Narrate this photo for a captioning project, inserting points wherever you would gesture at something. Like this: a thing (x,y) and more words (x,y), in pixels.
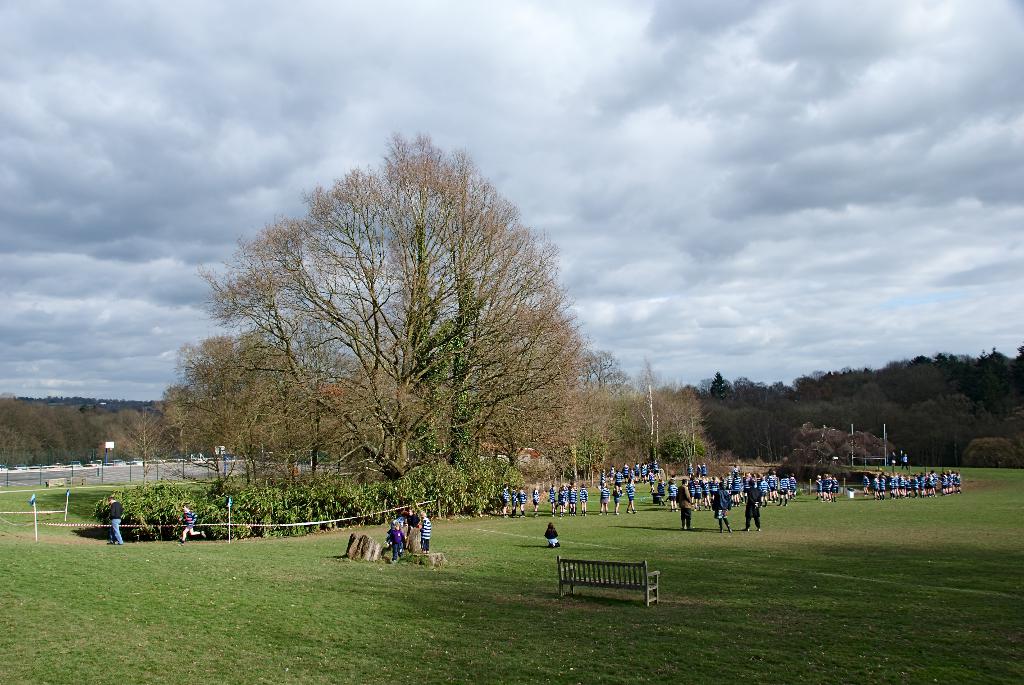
In the image there is a garden (451,538) and there are a lot of people (652,486) standing in the garden (927,500), there is a huge tree (353,454) on the left side (312,377) and around that there are small plants (249,492) and in the background (257,459) there are many other trees (829,387).
